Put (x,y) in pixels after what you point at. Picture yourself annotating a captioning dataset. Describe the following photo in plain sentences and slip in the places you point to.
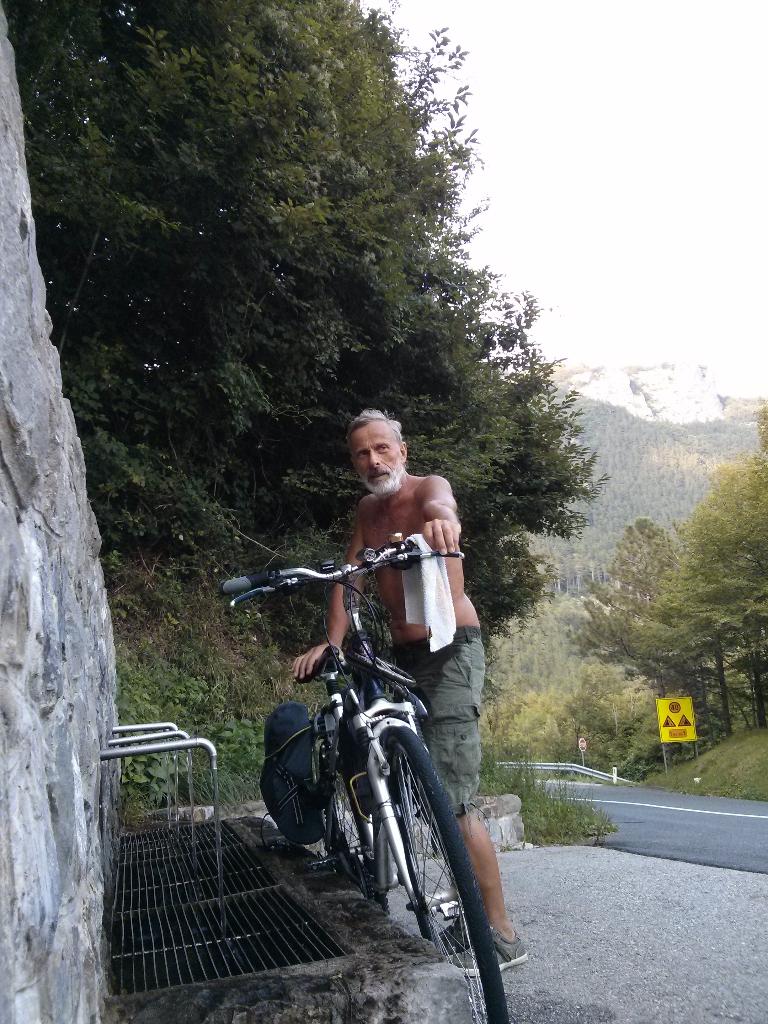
In this image I see a man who is holding the cycle (451,820) and I see the wall (43,319) over here. In the background (617,699) I see the road (655,804) and the trees (618,745).
